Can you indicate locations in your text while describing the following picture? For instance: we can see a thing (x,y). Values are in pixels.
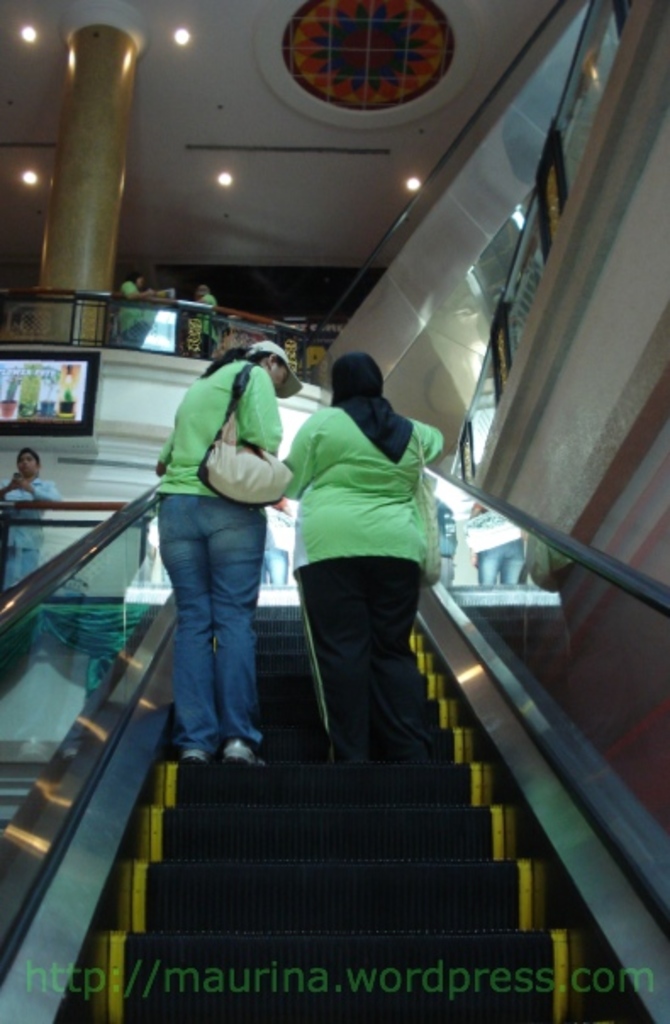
In the center of the image (397,681) we can see two people (232,747) standing on the escalator (306,906). On the left (55,388) there is a person (27,565) and a screen (53,421). In the background (286,326) there are railings (252,315), lights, pillar (85,206) and we can see people (152,295).
